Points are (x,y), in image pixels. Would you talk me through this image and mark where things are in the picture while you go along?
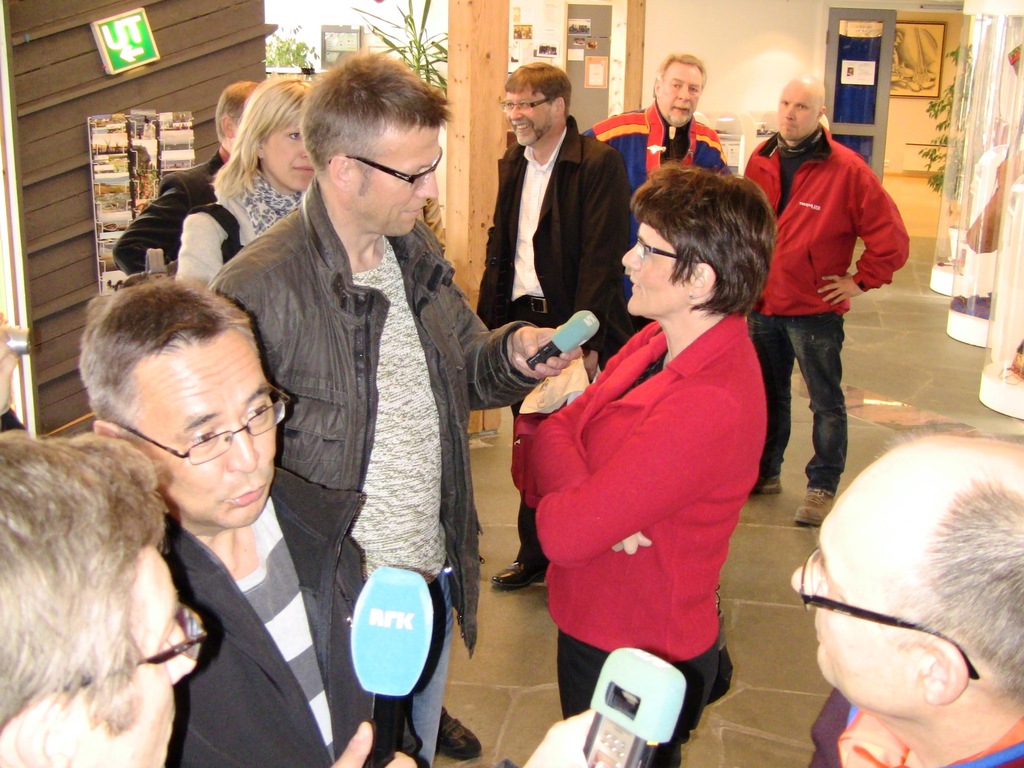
In this image there is a man (419,246) standing on the floor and interviewing the person (656,340) who is in front of him. At the bottom (172,715) there are two other persons (241,709) who are interviewing the other person (889,657). In the background (781,129) there are few people (813,172) standing on the ground (789,512). On the left side (135,90) there is a wall (93,50) on which there is a small board (121,47). In front of the wall (156,75) there is a stand (136,145) in which there are so many postcards (124,148). On the right side (979,162) top there are glass tubes (980,168) which are big. In the background (623,29) there is a wall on which there are posters (578,38). On the right side (882,68) top there is a door (873,93).
